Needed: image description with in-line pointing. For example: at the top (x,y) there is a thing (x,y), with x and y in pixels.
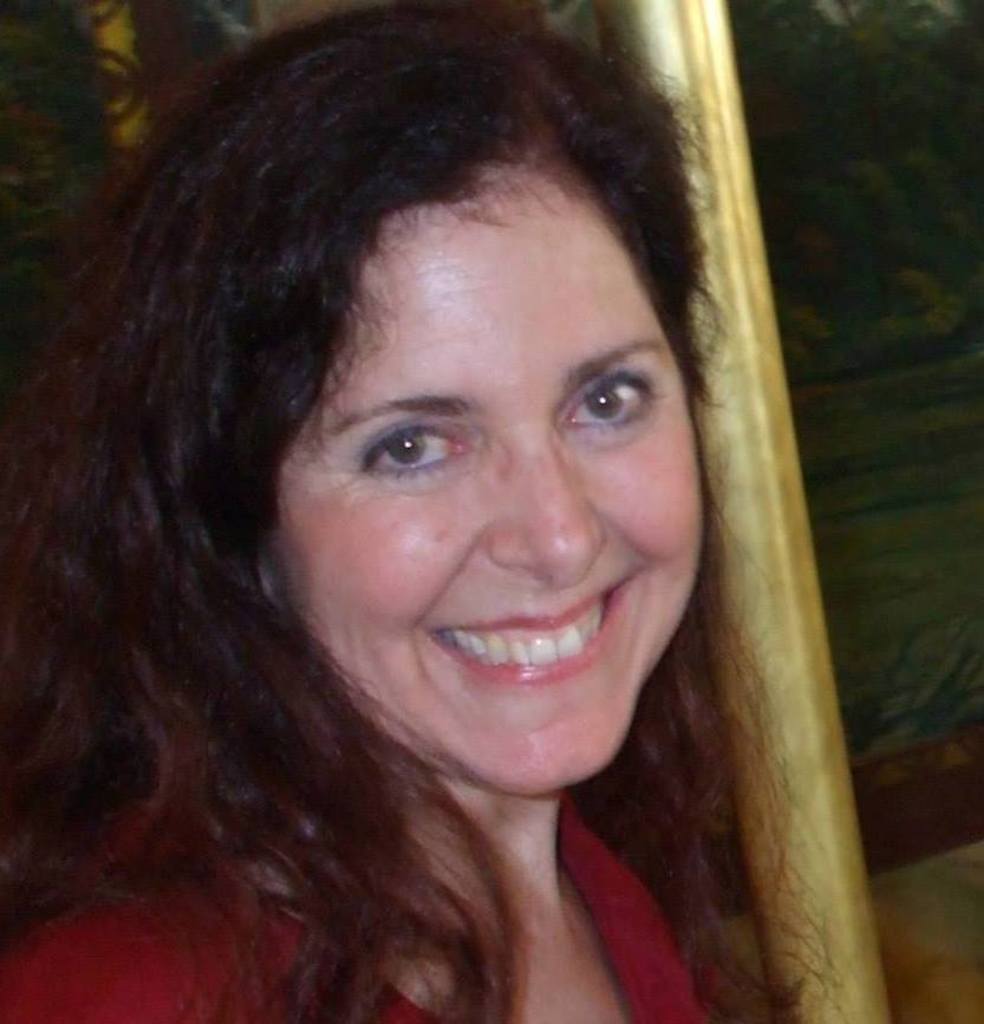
In this image we can see a woman (449,397). She is smiling and wearing a red color top (198,965). There is a pole (786,463) on the right side of the image (827,862). It seems like a wall (906,97) in the background (119,88).
